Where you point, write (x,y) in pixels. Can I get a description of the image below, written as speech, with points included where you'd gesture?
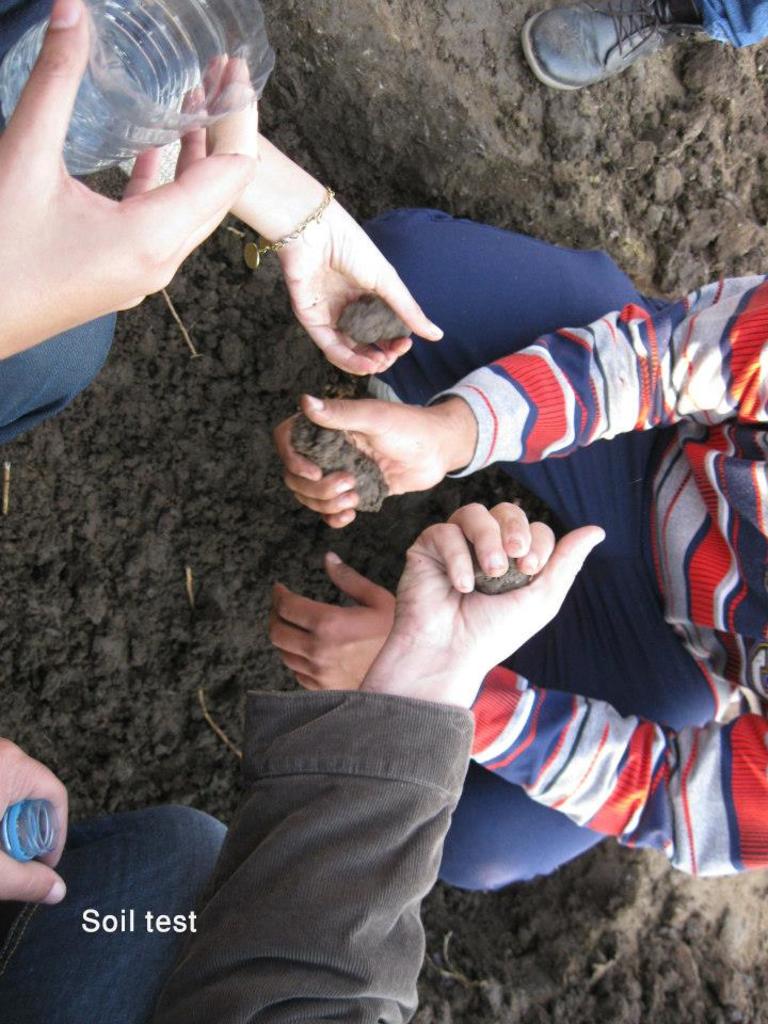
In this image I can see a picture of three people hands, holding soil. There are plastic water bottles (107,129) and soil (602,89) on the ground (602,89), also there is a shoe (643,23).
